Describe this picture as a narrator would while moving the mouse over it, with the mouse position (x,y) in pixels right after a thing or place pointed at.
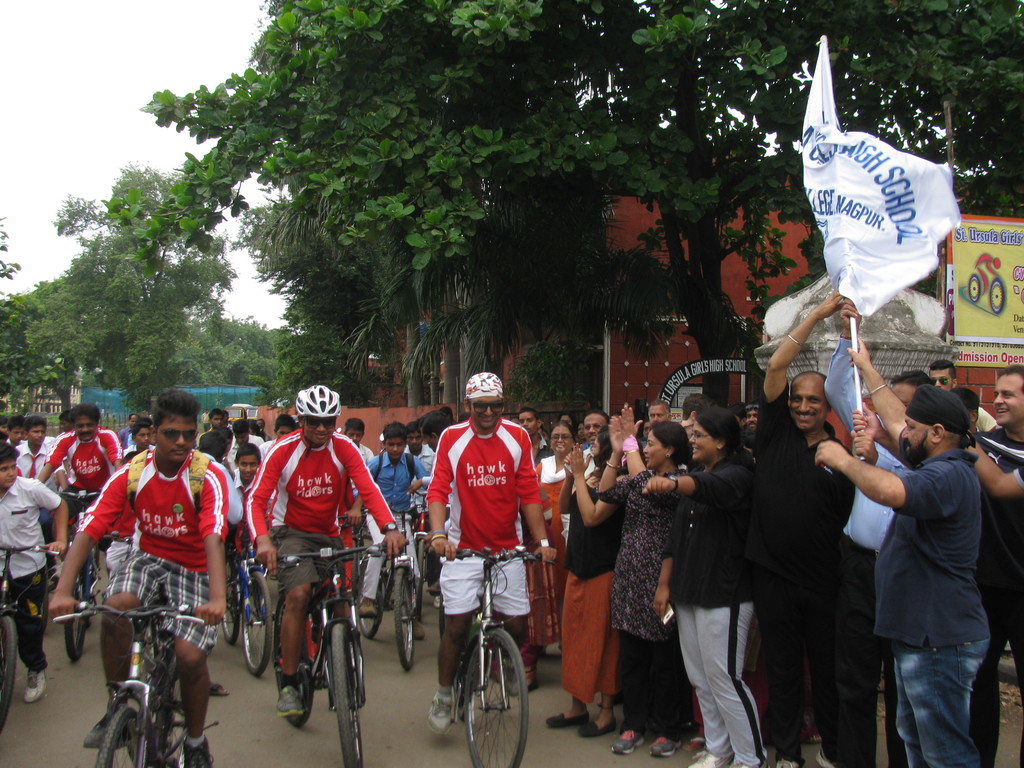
This image is taken in outdoors. There are many people (22,467) in this image. In the middle of the image (360,469) few people (444,542) are riding a bicycle (103,762) wearing helmet (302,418). In the bottom of the image (69,715) there is a road (259,724). In the right side of the image (904,664) there are many people (974,686) standing and holding a flag (834,198) in their hands (866,376). At the top of the image (397,54) there are many trees (275,204), there is a sky (127,95).
